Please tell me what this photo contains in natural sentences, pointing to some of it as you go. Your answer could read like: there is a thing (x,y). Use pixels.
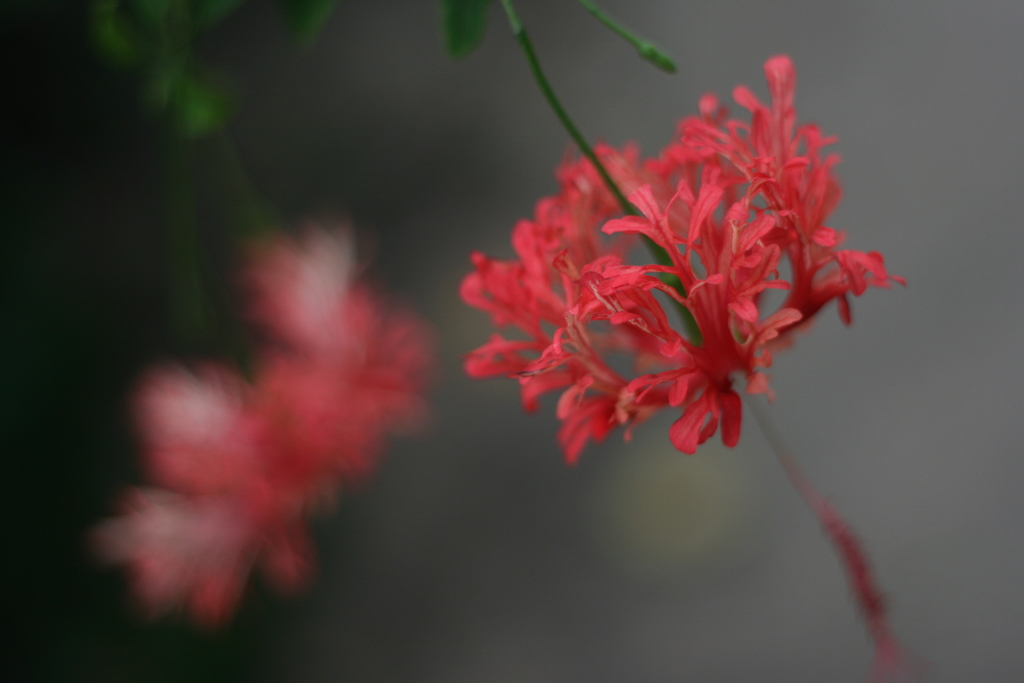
In this image there is a red color flower (748,303) to a plant (602,187) having a bud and leaves (454,24) to it. Left side (212,475) there is a flower (245,446) of a plant (202,540).
